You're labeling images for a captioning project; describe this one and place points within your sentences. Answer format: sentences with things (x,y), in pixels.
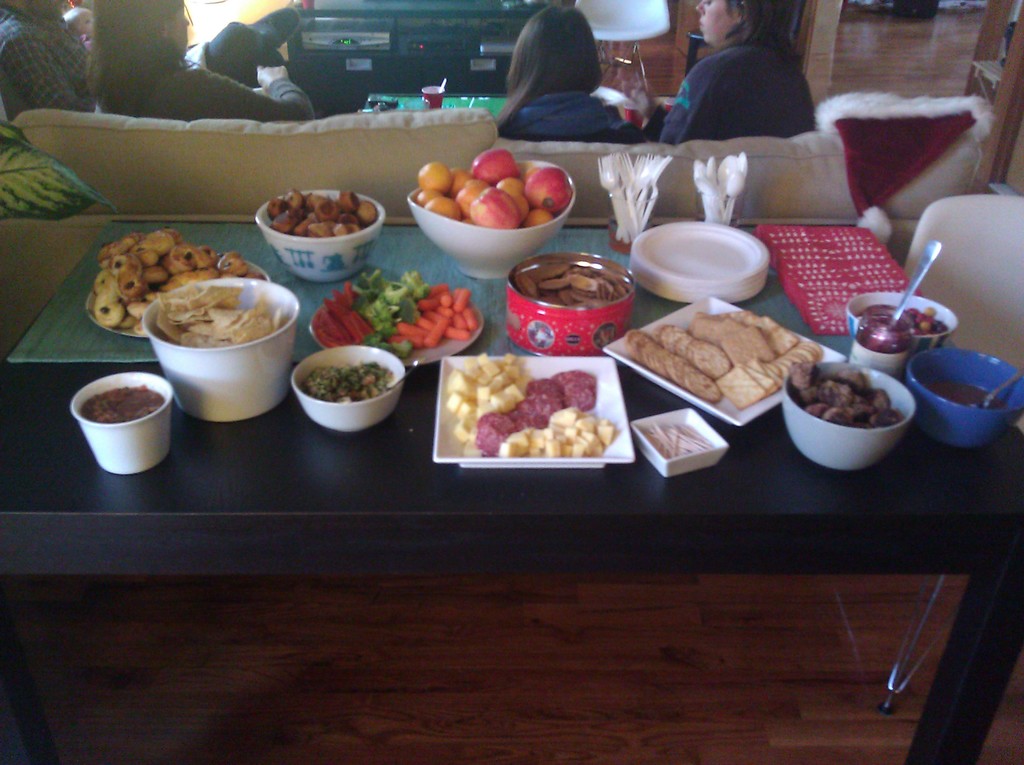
Here we can see bowls (809,418), plates (711,244), spoons (735,191), forks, cloth (659,316), and food (863,411) on a table (654,519). This is floor (477,685). In the background (165,11) we can see four persons (143,3) are sitting on a couch (766,148).
